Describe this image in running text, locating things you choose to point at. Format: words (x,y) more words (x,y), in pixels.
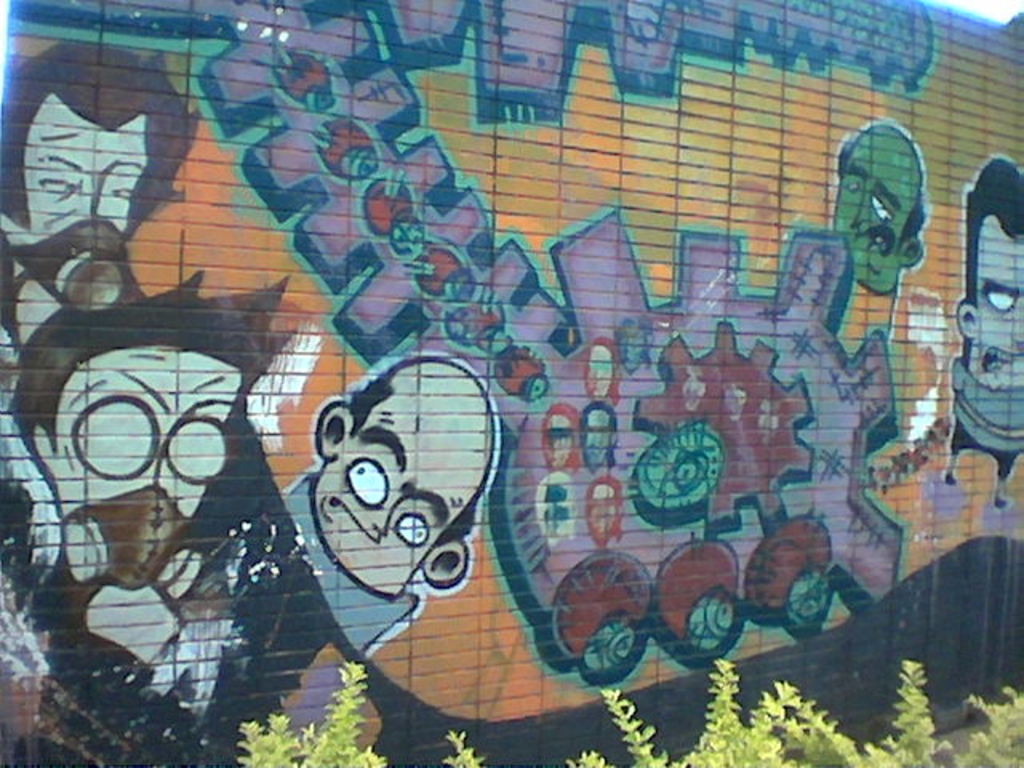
There are plants (333,755) and behind that painting (311,221) is made on a wall (330,618).
